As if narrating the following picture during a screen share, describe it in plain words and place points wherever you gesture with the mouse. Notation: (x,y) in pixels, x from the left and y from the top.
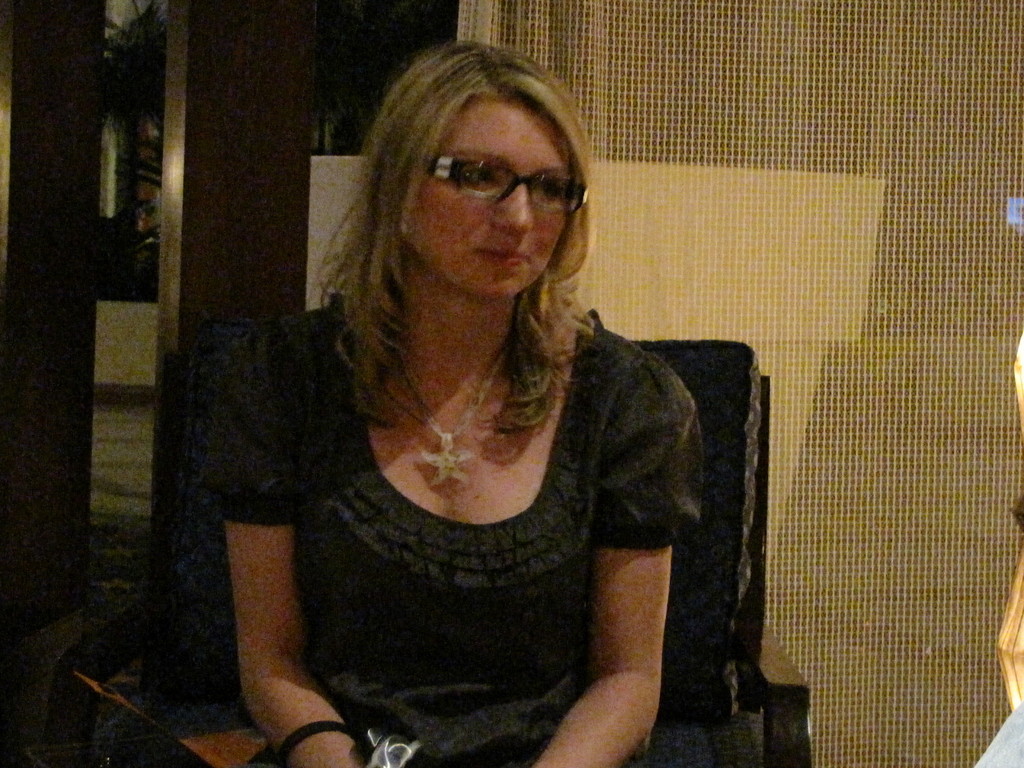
In the center of the image (387,288) there is a woman (391,496) sitting on the chair (728,367). In the background (623,82) we can see curtain (466,33) and door (194,137).
